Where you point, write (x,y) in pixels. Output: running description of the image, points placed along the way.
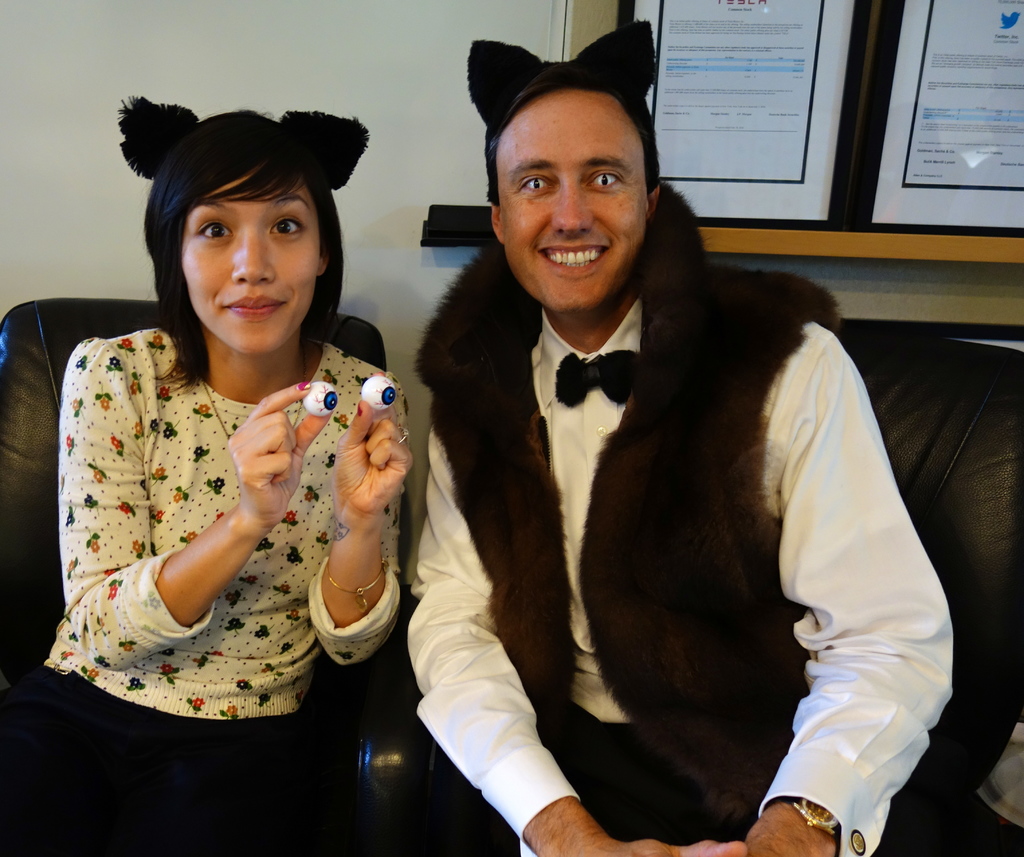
There are two people (639,713) sitting on chair (1,409) and she is holding objects (390,383), behind these two people (295,397) we can see wall (342,40) and frames (705,131) on the wooden surface (847,256).
